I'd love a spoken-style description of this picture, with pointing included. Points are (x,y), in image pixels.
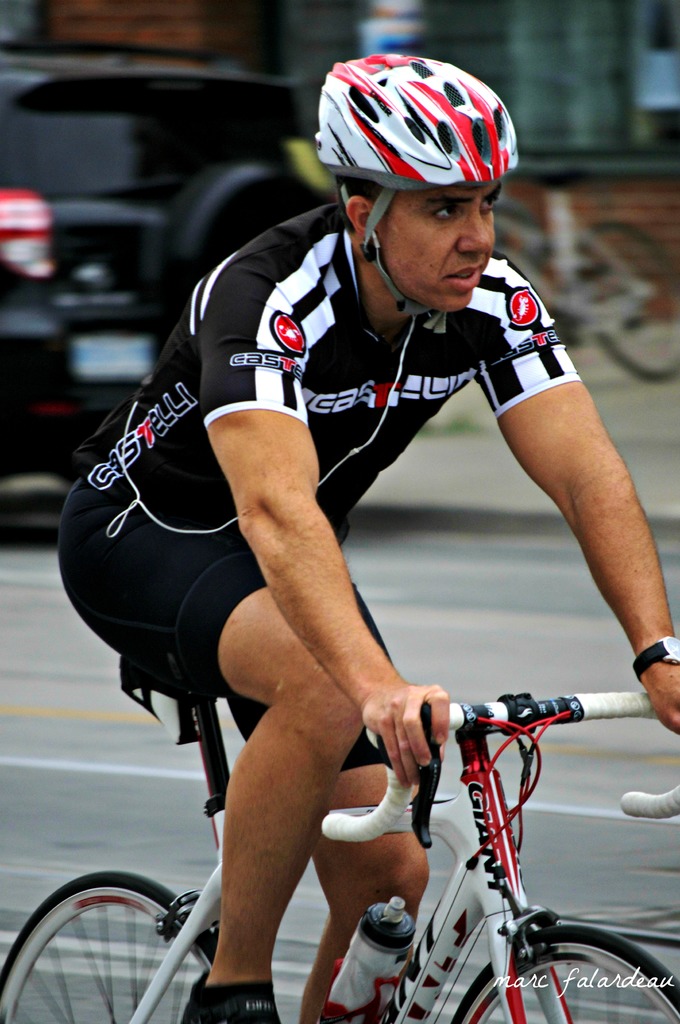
The person (243,511) wearing black dress (253,728) is riding a white bicycle (181,913) on the road (291,973) and there is a black car (101,285) behind him.
